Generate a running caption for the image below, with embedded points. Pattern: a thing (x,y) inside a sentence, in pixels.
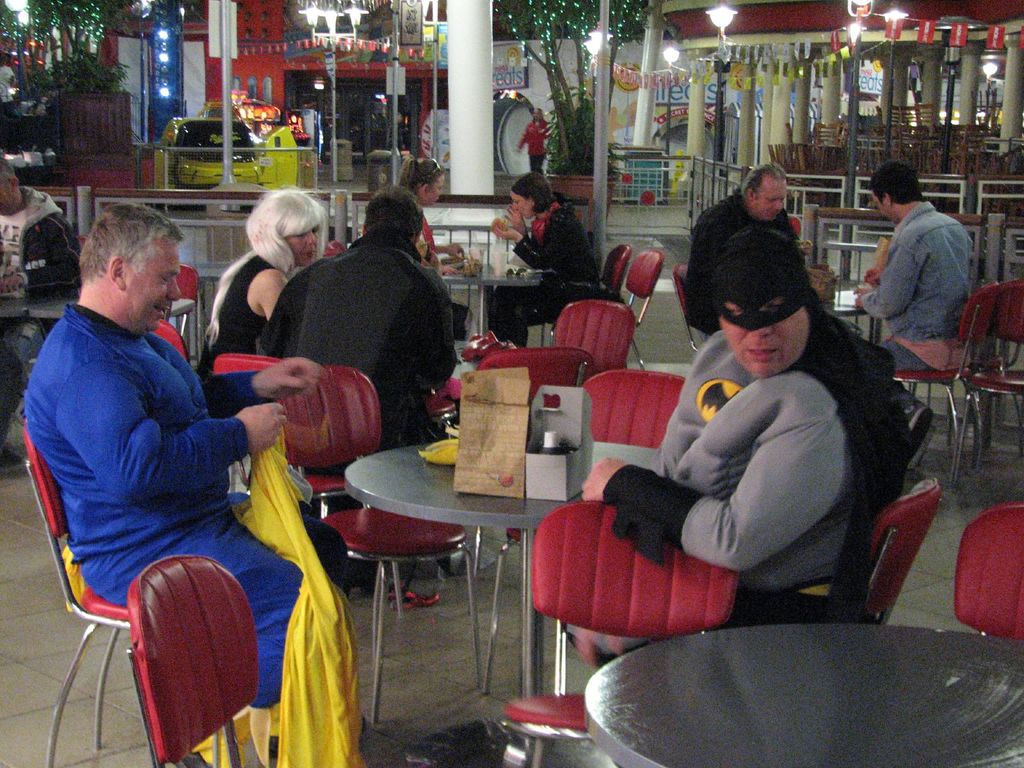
The picture is outside the building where one man (816,409) is dressed in bat man costume (837,470) and another is dressed in super man costume (132,561) are sitting on the chairs (654,588) and in front of them there are two boxes (496,428) are present and behind them there are some people (698,259) sitting and having their food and there are vehicles (270,177), trees (569,111) on the road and two buildings (344,132) are present with some street lights (331,42).
